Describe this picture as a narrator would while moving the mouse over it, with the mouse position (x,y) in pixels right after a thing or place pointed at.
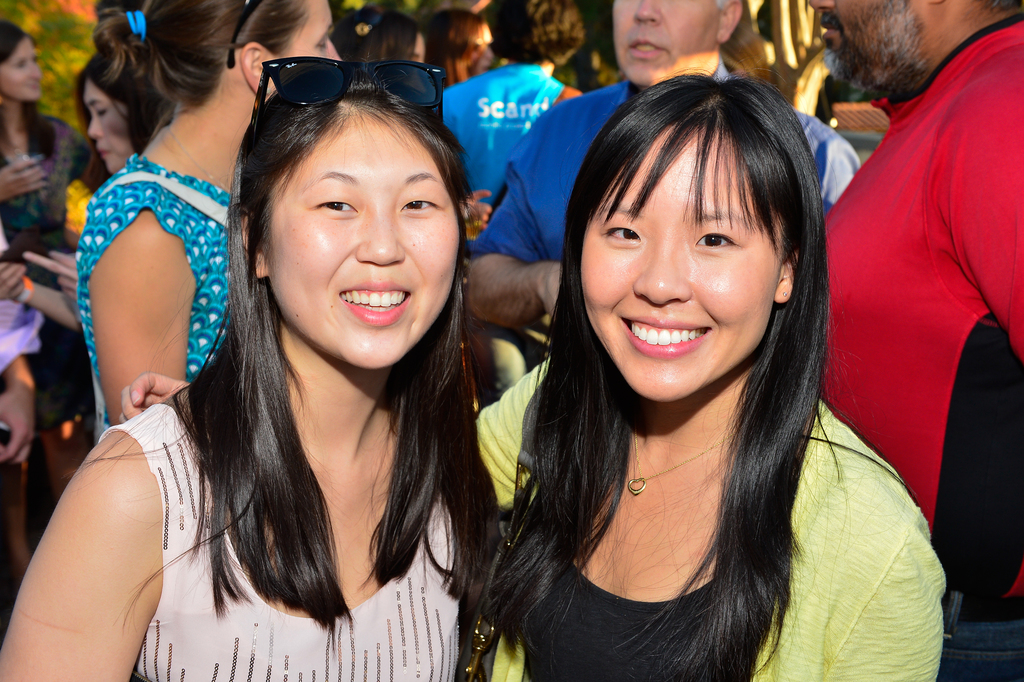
There are two ladies (483,538) standing and smiling and there are few other people (450,55) standing behind them.
